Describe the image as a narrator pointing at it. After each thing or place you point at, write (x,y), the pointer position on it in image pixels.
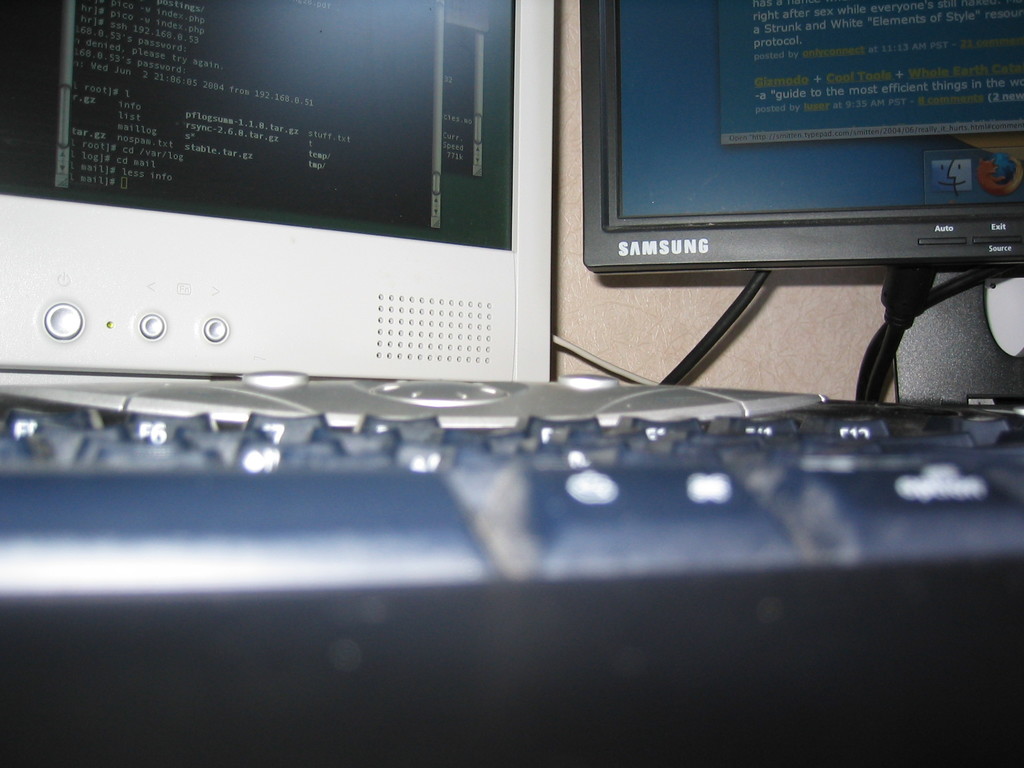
In this image I can see the keyboard (382,584). In the background (357,355) I can see the white and black color screens (420,357).
